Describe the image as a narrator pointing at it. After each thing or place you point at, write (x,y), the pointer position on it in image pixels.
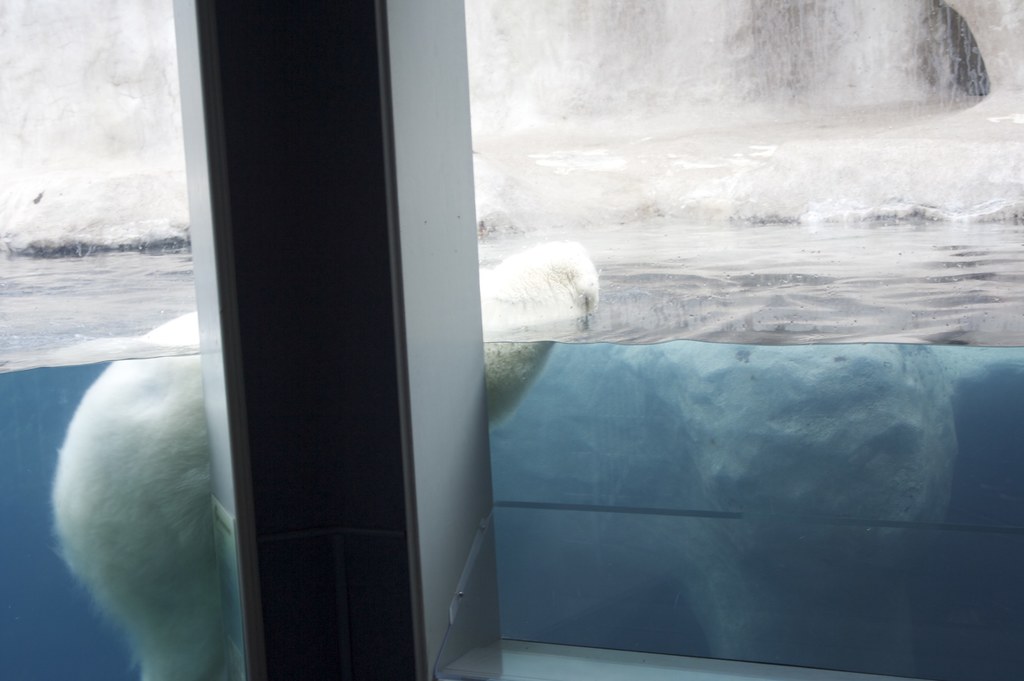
In this picture I can see an animal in the water (537,448). Here I can see some object (353,444).
